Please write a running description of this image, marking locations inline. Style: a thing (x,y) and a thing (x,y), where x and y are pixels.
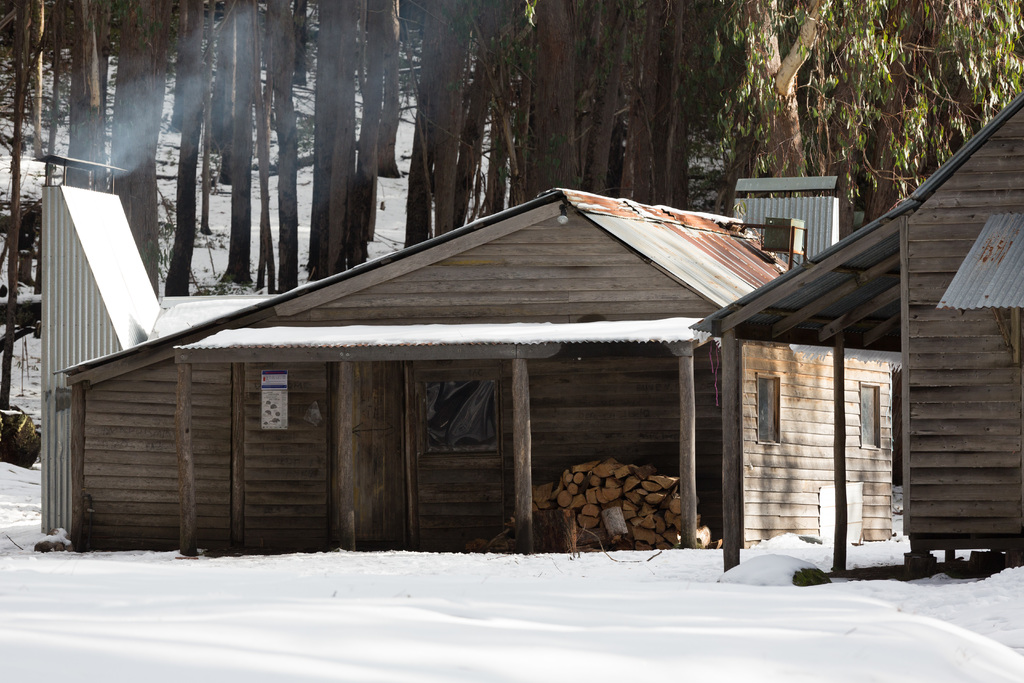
In the picture we can see a snowy surface (553,639) on it we can see two wooden houses (928,398) with pillars (843,565) to it and behind it we can see trees (430,144).
